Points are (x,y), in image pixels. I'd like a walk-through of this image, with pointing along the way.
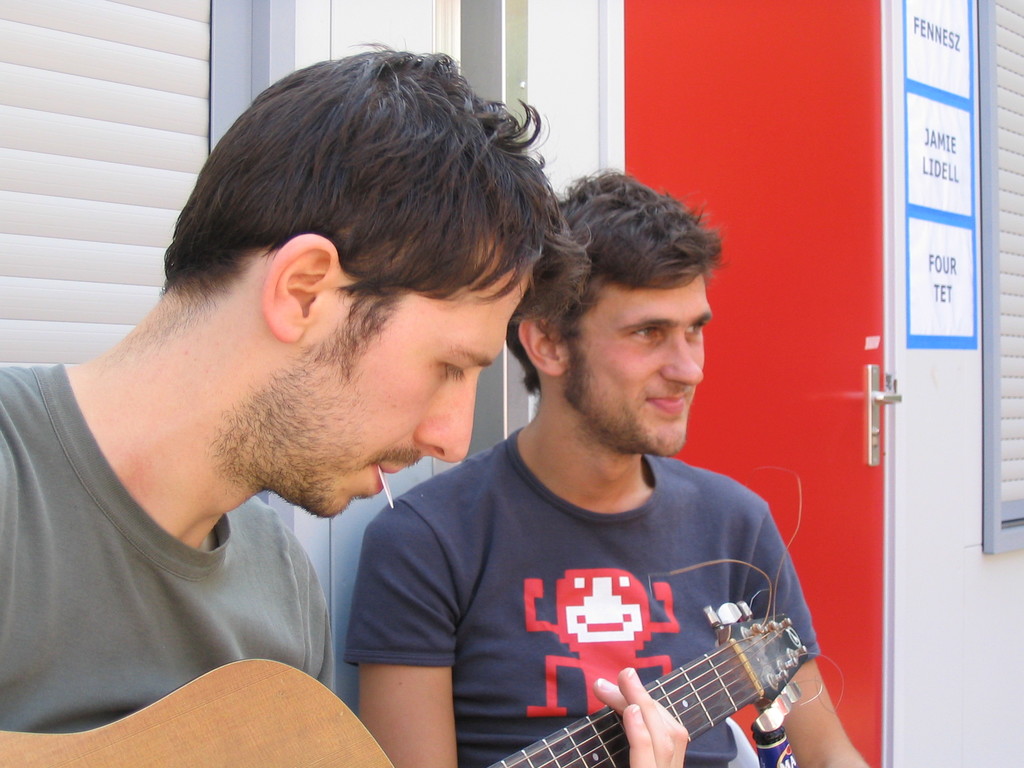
We can see poster (951,161) over a wall (974,13). This is a door (784,381). We can see two men (286,333) in a picture. This man (380,451) is playing a guitar (688,675).
